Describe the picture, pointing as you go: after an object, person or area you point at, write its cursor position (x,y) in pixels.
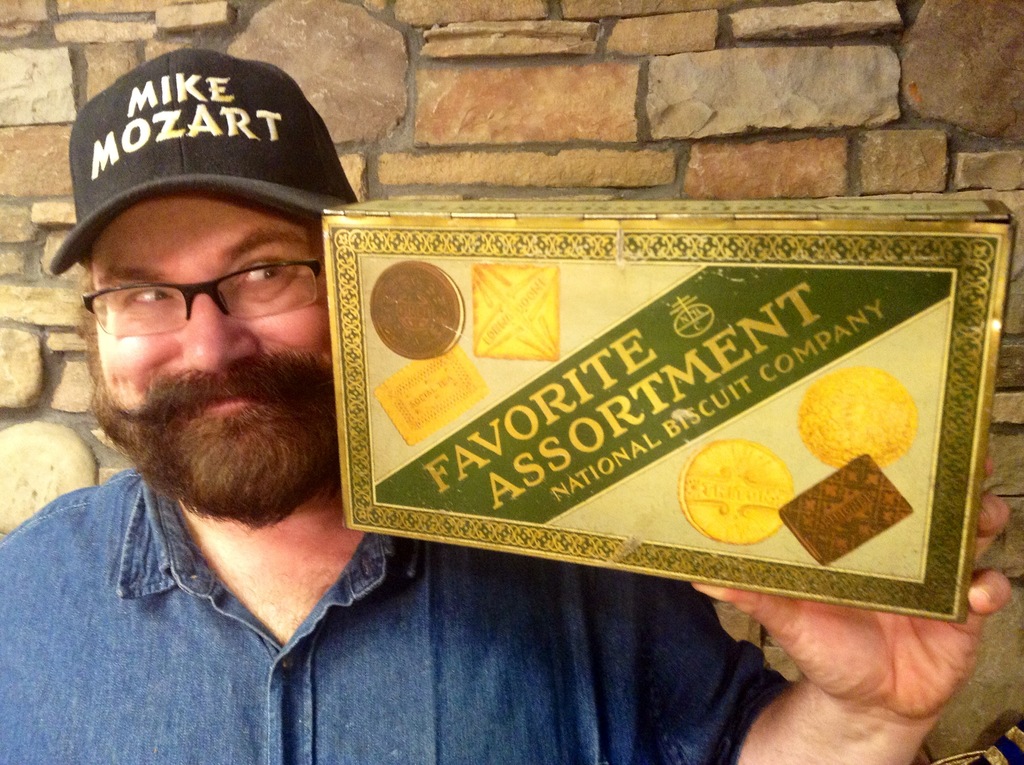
On the left side of the image (234,390) we can see a man (268,503) is standing and wearing spectacles (105,308), cap (220,147) and holding a box (449,400). In the background of the image (17,425) we can see the wall (534,36).
